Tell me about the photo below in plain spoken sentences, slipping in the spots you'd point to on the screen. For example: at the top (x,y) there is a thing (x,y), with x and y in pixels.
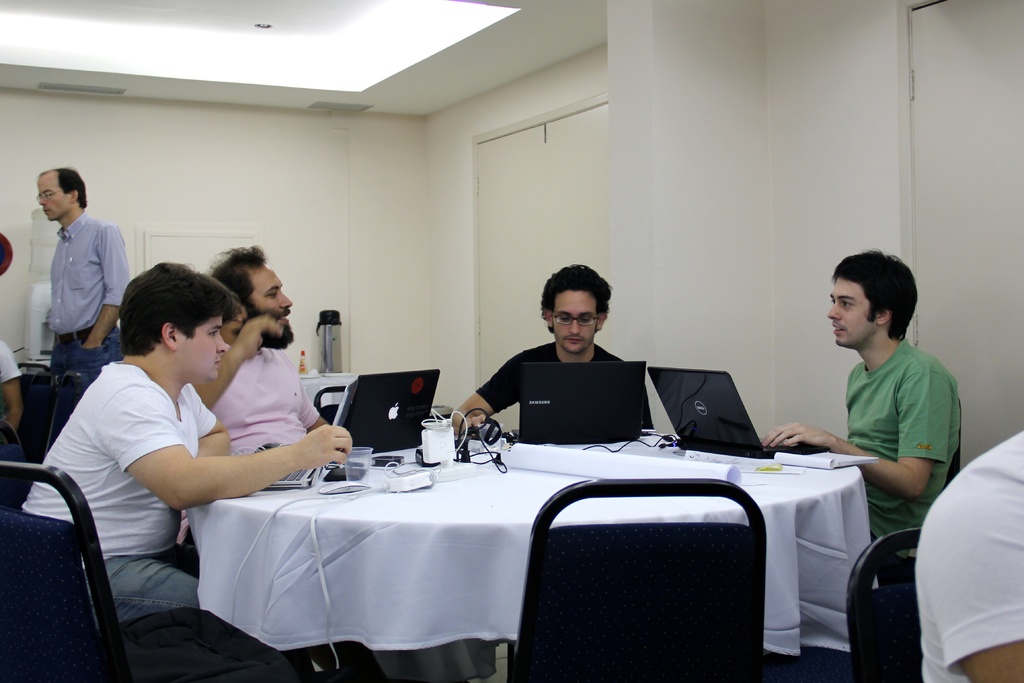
It is closed room (607,472) four people (279,467) are sitting on the chairs (16,677) and in front of them there is a round table (480,575) covered with a cloth (371,573) and the laptops (402,436) on it and there are empty glasses (359,475), behind them there is a white wall (612,268) and a door (491,233) and in the left corner of the picture (93,333) there is a one person (87,321) standing wearing a blue shirt (70,318) and jeans (73,341), behind him there is a water can (49,243) and a flask (330,348) is there on the table (335,382) behind them, there are two empty chairs (680,585).
